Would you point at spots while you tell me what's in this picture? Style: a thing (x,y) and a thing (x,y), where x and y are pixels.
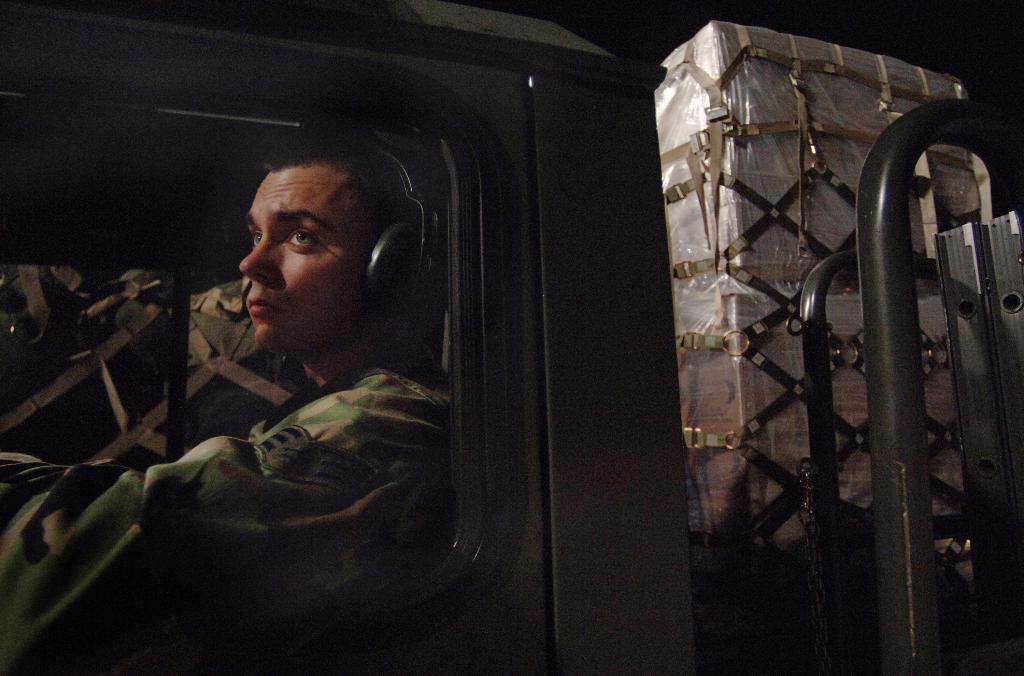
In this picture I can see a man (347,352) on the left side (277,413), he is wearing an army dress (303,518). On the right side (765,101) I can see goods (772,270) packed with a plastic cover (792,346).
